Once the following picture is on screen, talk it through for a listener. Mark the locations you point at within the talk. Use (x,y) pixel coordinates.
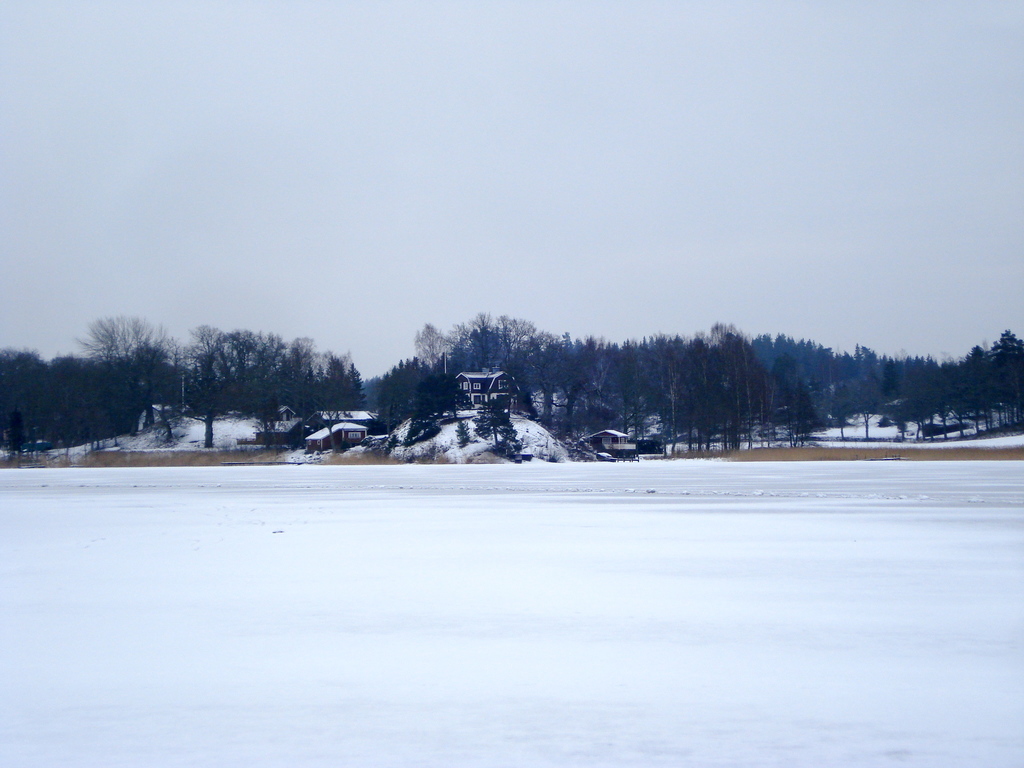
In this image we can see there are houses (334,439), trees (416,434) and snow (190,544). In the background (375,153) we can see the sky (429,242).
